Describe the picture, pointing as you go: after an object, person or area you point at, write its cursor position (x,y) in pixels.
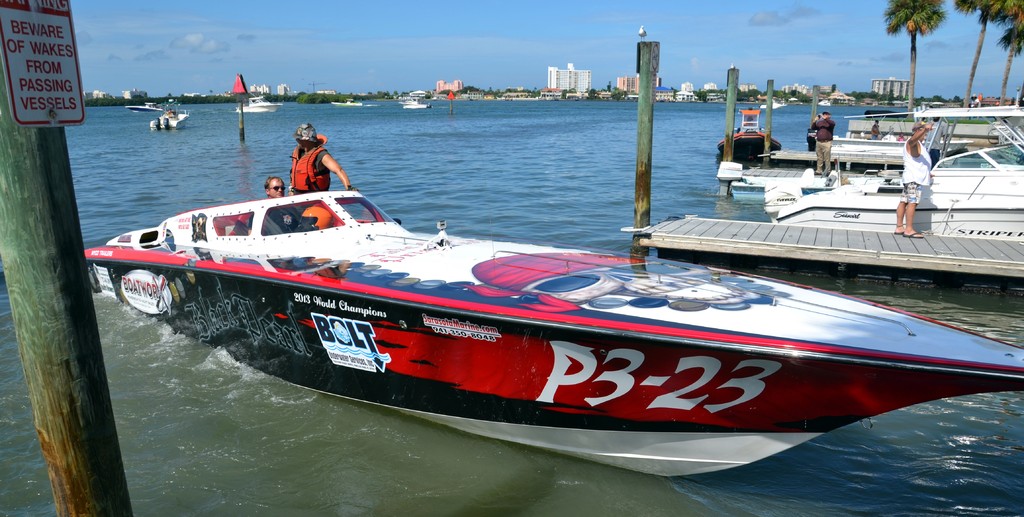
In this picture we can observe a boat (444,356) which is in black, red and white color, floating on the water (253,388). There are two persons (271,182) in the boat (233,243). We can observe poles (38,220) to which white color boards (49,71) are fixed and there is a river (448,133). There are trees (341,95) and buildings (573,93). We can observe sky (351,36) with some clouds (244,38).
